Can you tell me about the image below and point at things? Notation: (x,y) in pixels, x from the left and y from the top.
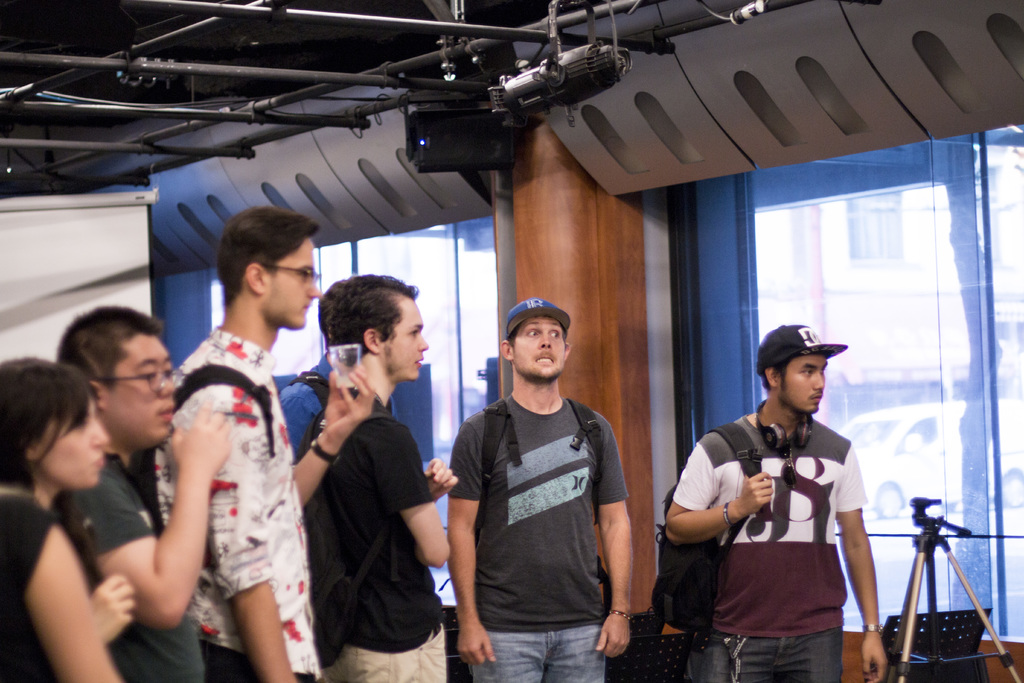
In the foreground of the picture (356,440) there are people (495,544) standing. On the right (911,631) there is a tripod stand (914,597). In the center of the picture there are chairs (636,633). At the top (573,68) there are iron poles (417,98) and lights (537,103). In the center of the background (891,244) there are glass windows (416,263) and pillar (574,237). On the left (88,243) there is a projector screen (87,257).
